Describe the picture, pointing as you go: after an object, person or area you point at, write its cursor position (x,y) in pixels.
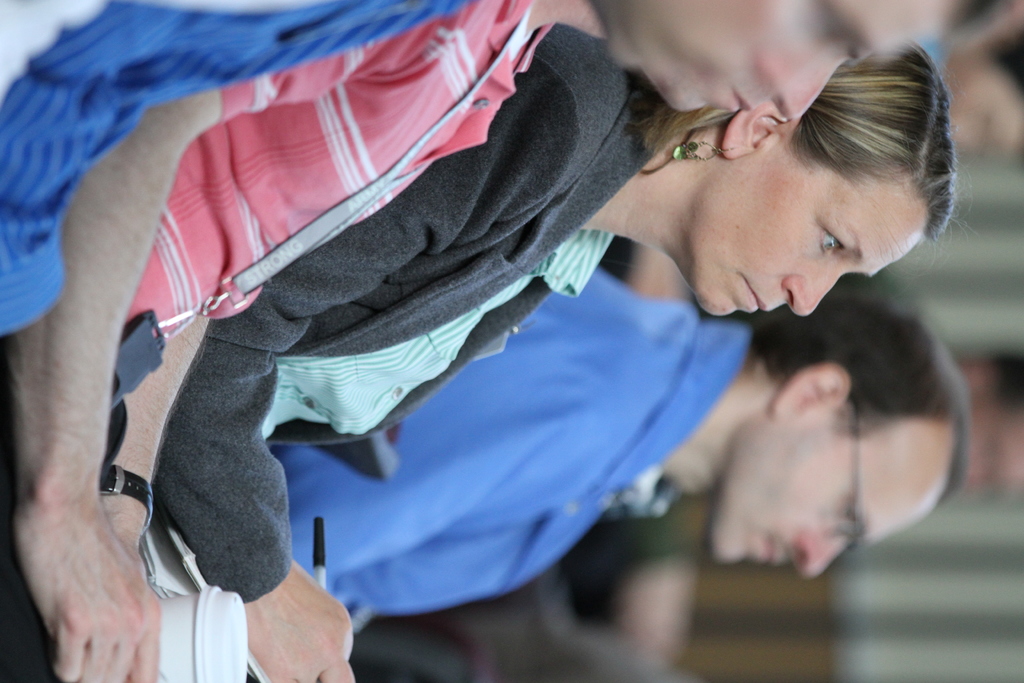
In this picture there are people (530,296) in the center of the image (541,278), it seems to be a glass (213,645) at the bottom side of the image (211,626) and the background (1015,322) area of the image.
